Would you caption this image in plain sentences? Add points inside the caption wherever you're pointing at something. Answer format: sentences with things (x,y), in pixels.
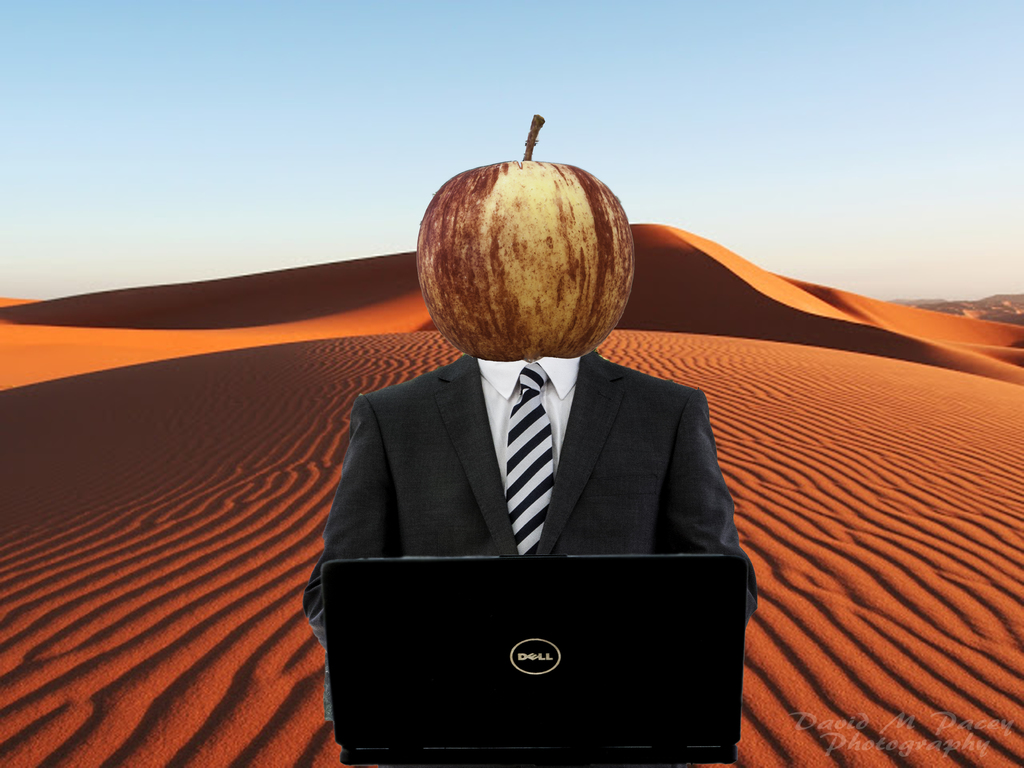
In this image, we can see person (584,410) whose face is not visible and instead of that we can see an apple (585,232). There is a laptop (525,646) in the middle of the image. There is a desert (182,382) in the middle of the image (664,264). There is a sky (893,276) at the top of the image (784,240).
